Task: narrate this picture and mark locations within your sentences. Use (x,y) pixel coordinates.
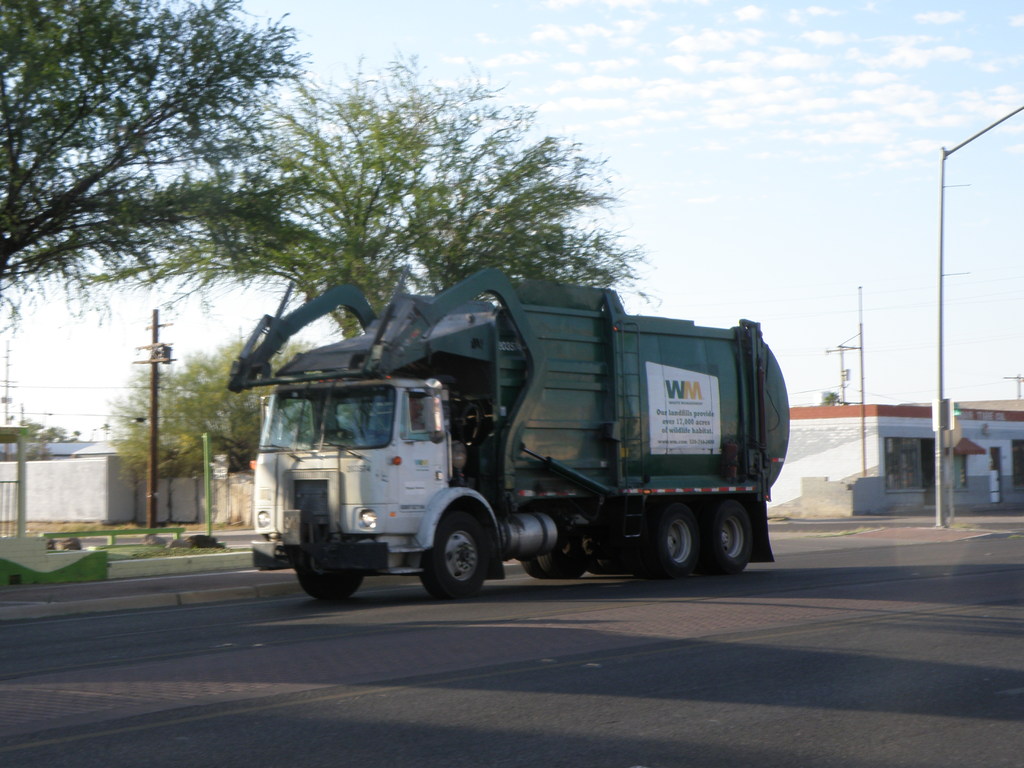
In this picture we can see a vehicle (664,524) on the road (946,561), poles (151,406), trees (258,407), buildings (69,449), wall (847,504) and in the background (844,124) we can see the sky (752,134) with clouds (752,134).
